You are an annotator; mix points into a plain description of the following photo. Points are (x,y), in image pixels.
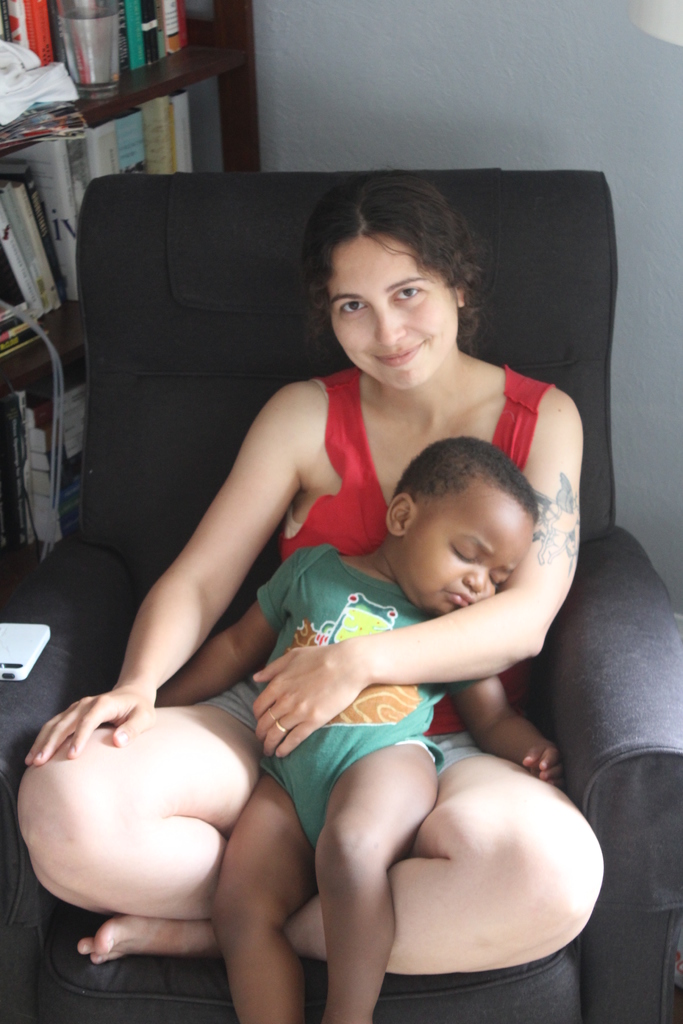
In the background (651,188) we can see the wall (426,58). On the left side of the picture (24,121) we can see books (128,128) and objects (114,20) placed in the racks (136,69). In this picture we can see a woman (561,421) sitting on a chair (548,331), holding a kid (471,485) who is in her lap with her hand (288,704). On the chair (191,489) we can see a white object (31,635) and it seems like a mobile (31,645).
